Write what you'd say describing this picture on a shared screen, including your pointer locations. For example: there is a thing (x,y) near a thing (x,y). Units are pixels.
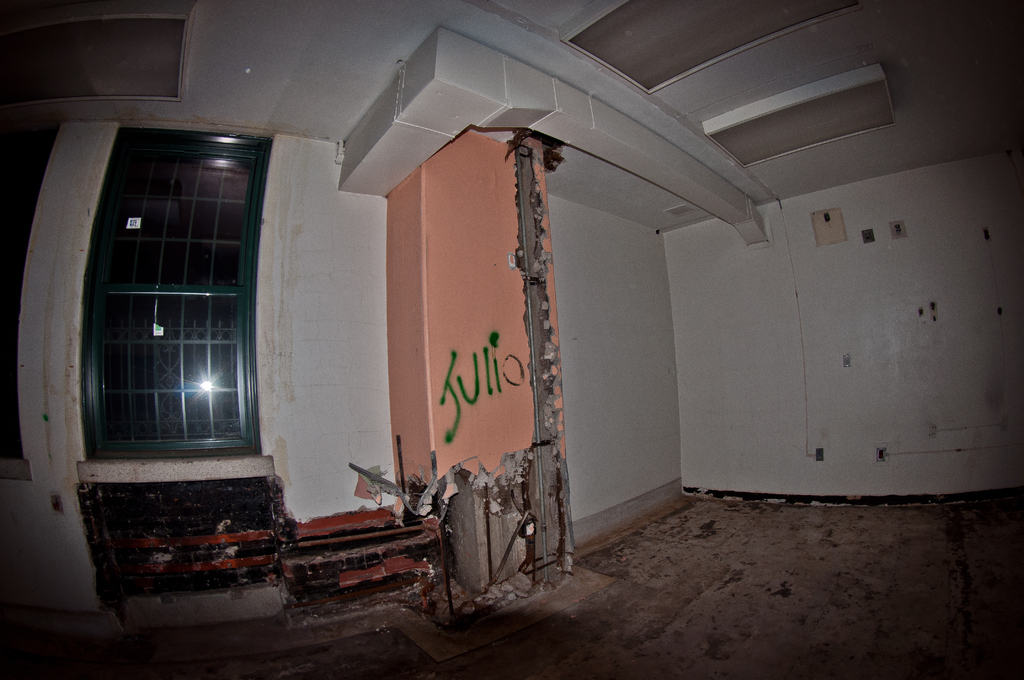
In the center of the image (386,435) there is a wall (372,545), window (142,312) and some objects (522,526). And we can see some text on the wall (466,422).
